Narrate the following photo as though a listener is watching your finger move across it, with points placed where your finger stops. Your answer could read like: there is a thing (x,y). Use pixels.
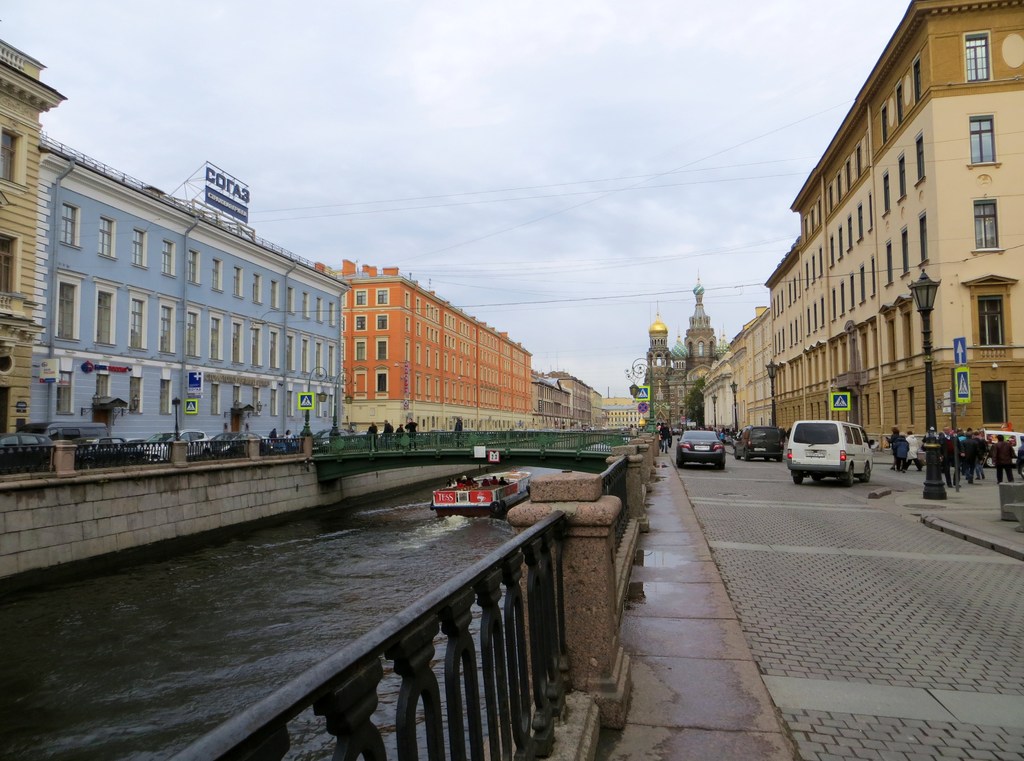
Here on the right side (747,442) there are vehicles (755,450) and few people (902,464) walking on the road (794,498) and we can see buildings (843,292), windows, sign board poles (841,402). We can see few people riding in a boat (438,510) on the water (392,496) and we can see a bridge (339,470). On the left (191,422) there are few people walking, standing on the road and there are buildings (58,167), windows (135,252), poles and there are clouds (90,34) in the sky (230,107).
